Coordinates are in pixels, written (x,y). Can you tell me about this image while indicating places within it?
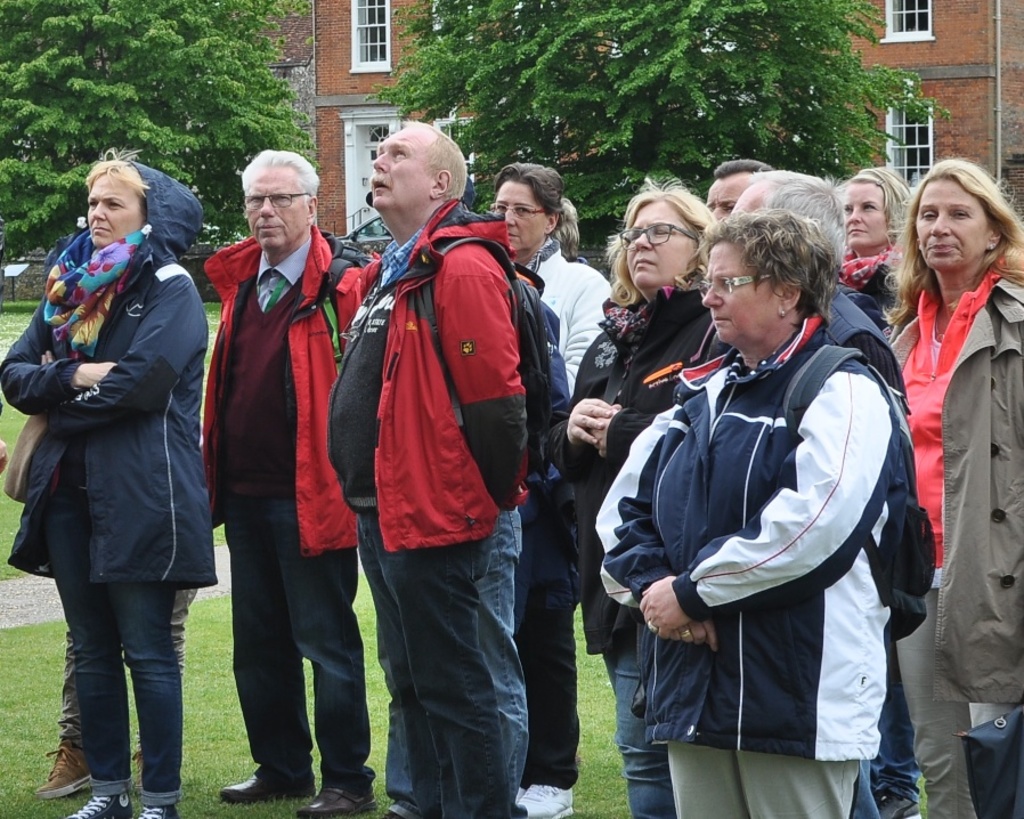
In this picture I can see few people (528,678) are standing on the grass (208,741), behind there are some trees (627,89) and buildings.
